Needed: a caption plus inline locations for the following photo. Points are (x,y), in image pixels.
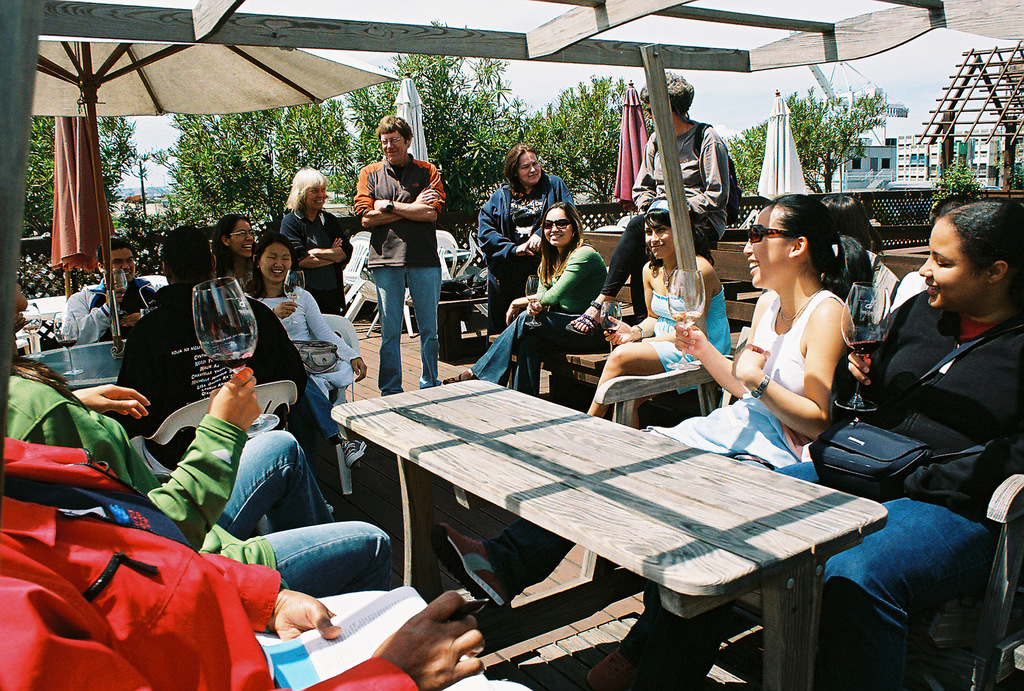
There are some people (167,513) sitting in the chairs (359,295) and some of them are standing. Some of them were holding glasses (250,340) in their hands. There is a table (531,510) in the middle (456,424). In the background (304,153) there are some trees (336,129) and a sky (559,82) here.
